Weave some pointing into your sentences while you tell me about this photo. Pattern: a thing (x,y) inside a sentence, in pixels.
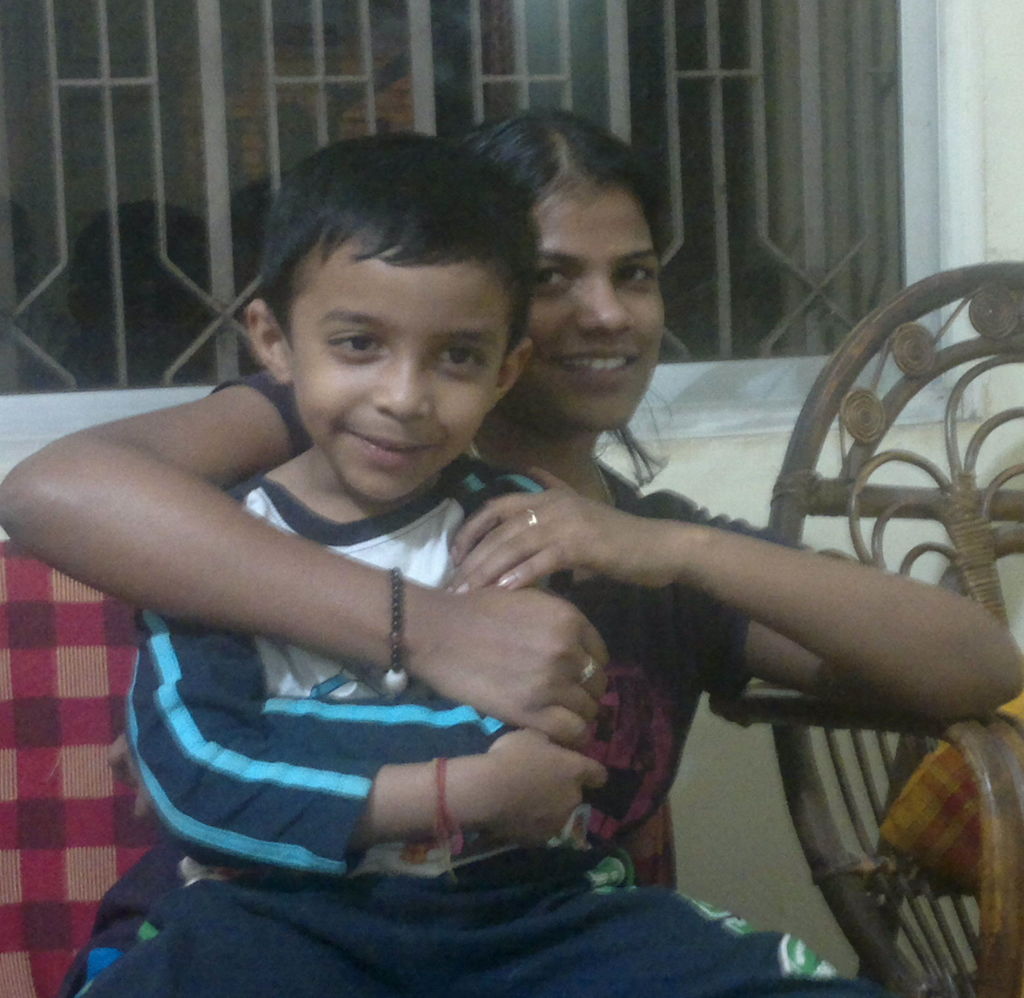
In this image at front (458,650) two people (380,713) are sitting on the chair (74,832). At the back side (993,127) there is a wall (733,451) with the window (306,16).
